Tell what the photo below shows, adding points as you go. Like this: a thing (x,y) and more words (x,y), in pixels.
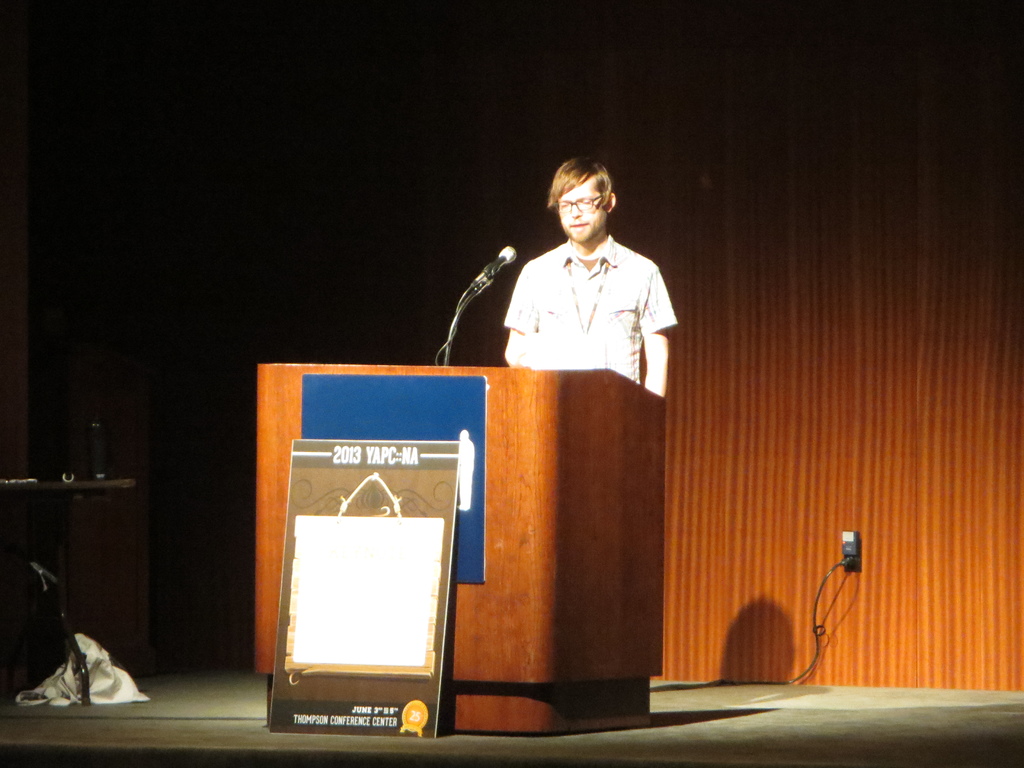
In this image there is a person (594,208) standing on the stage (194,739) near the podium (535,514), there is a mike (458,324), boards (380,625), bottle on the table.
